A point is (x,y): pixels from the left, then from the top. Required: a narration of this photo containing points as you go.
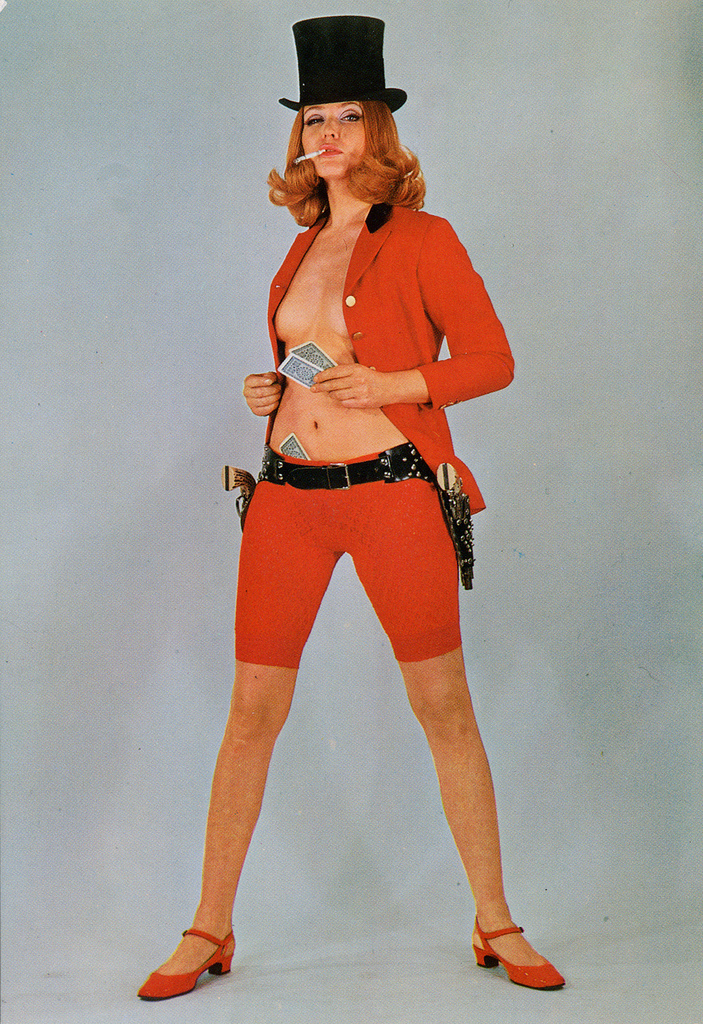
In the image a woman (404,338) is standing and holding some cards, smoking and she wear a hat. Behind her we can see a wall (239,84).
